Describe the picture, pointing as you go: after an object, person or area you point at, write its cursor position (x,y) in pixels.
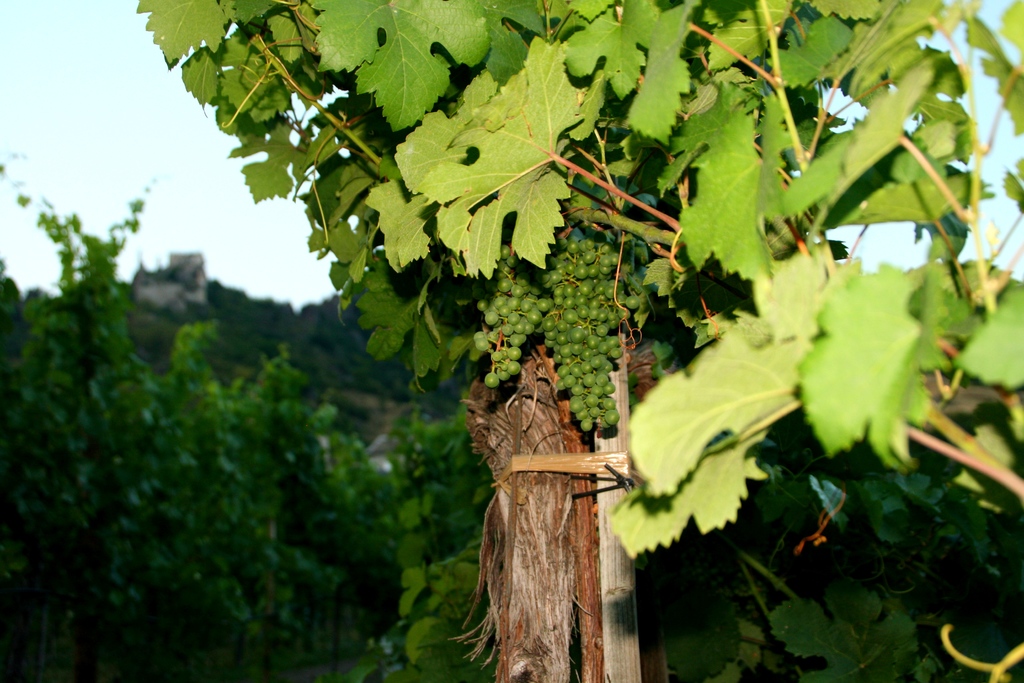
In the picture I can see grape plants (622,257) and grapes (594,336) here. The background of the image (91,78) is slightly blurred, where I can see few more plants (325,463) and the sky (263,237).
